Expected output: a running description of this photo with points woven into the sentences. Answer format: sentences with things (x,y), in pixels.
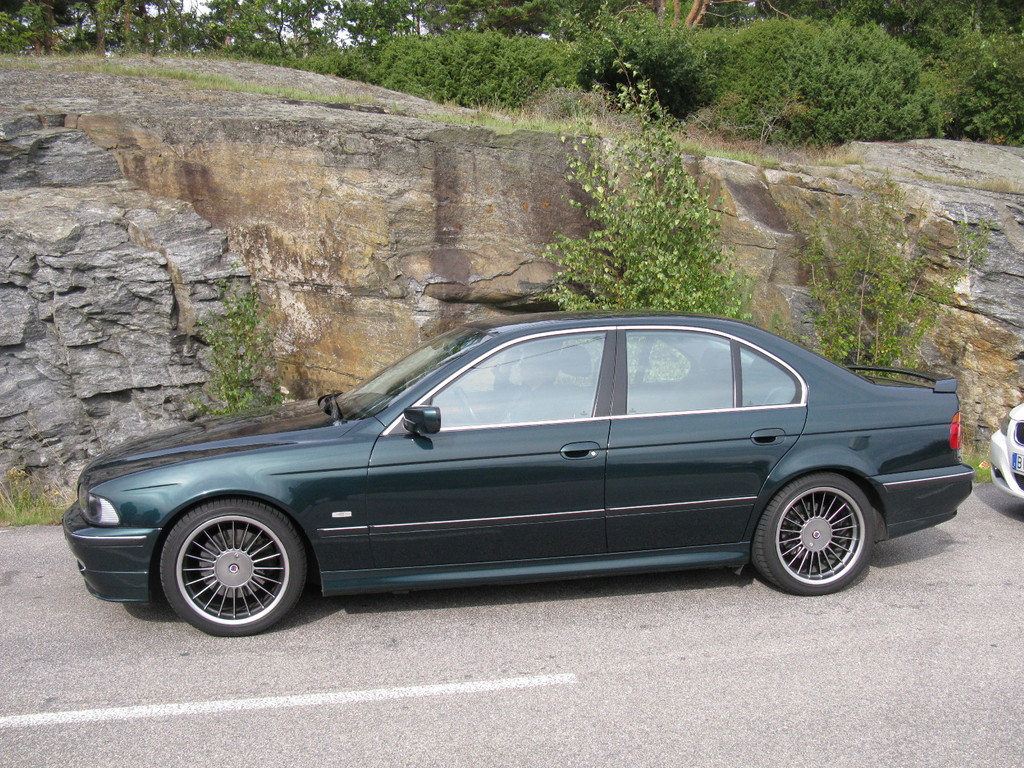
Front of the image we can vehicles (838,419). Background (954,234) there is a rock wall (904,216), plants (680,293) and trees (325,44).
